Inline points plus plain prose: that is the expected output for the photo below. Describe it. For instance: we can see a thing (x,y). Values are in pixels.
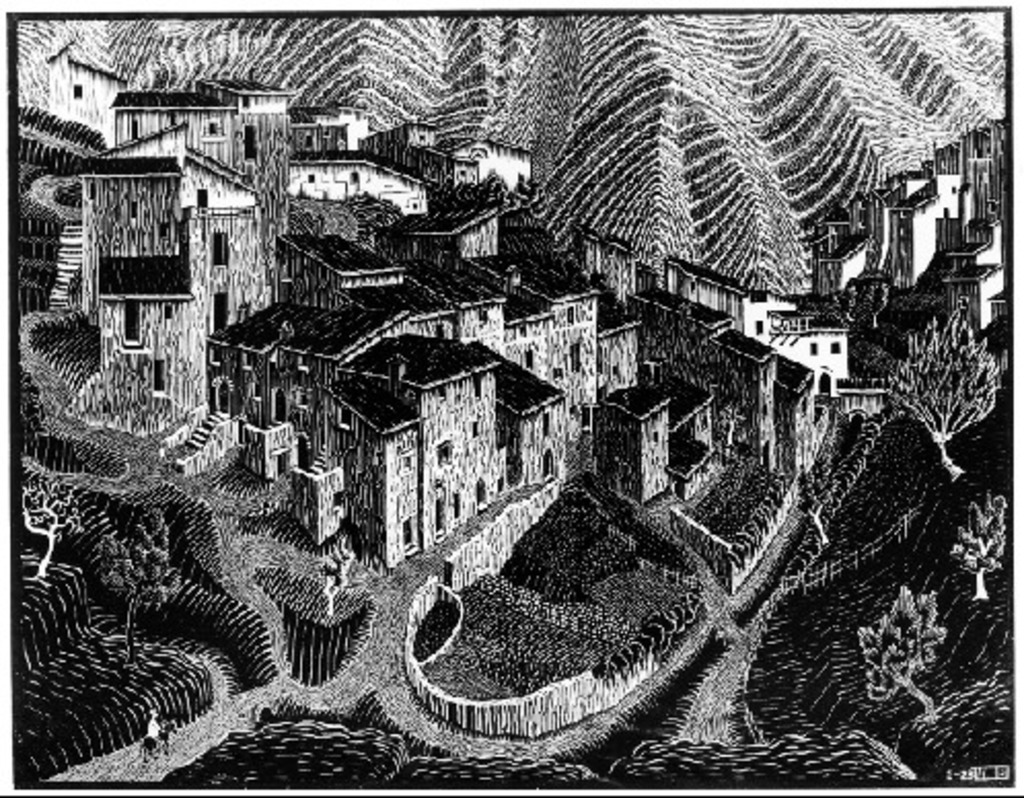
In this painting there are many buildings (463,406), boundary (604,685), trees (869,286) are there.
